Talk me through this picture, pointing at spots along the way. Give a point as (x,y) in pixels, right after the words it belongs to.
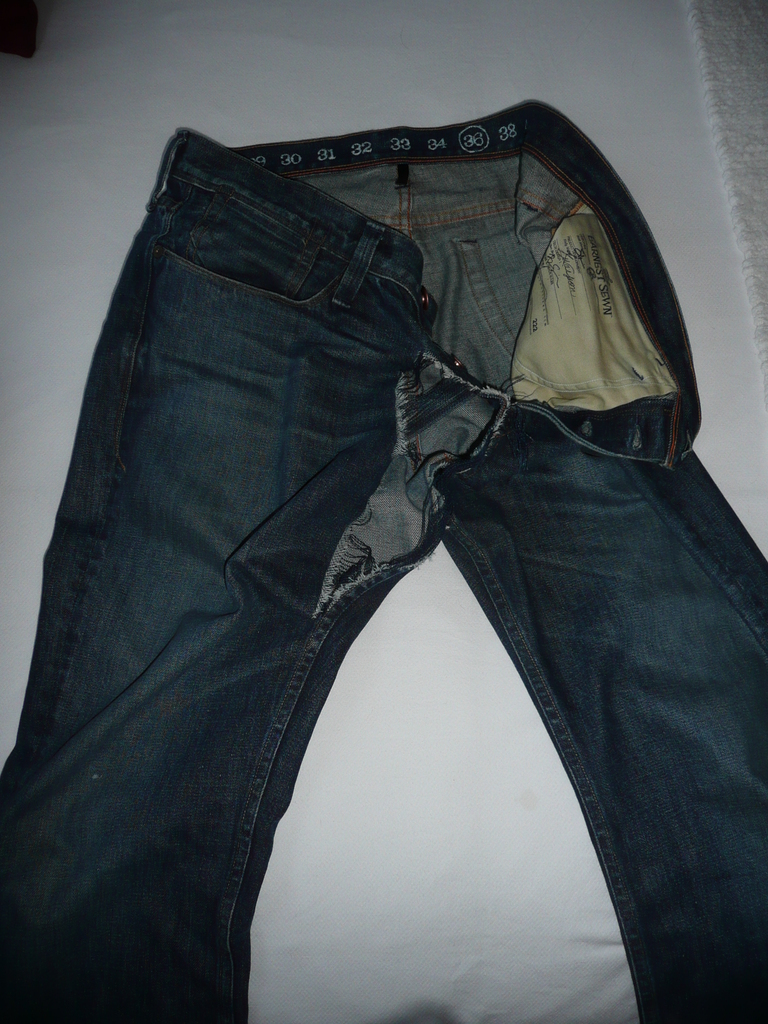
In the background (50,230) there is a white surface (755,354). In the middle of the image (308,544) there is a jeans (530,603) on the white surface (416,666). The jean (277,584) is torn.
